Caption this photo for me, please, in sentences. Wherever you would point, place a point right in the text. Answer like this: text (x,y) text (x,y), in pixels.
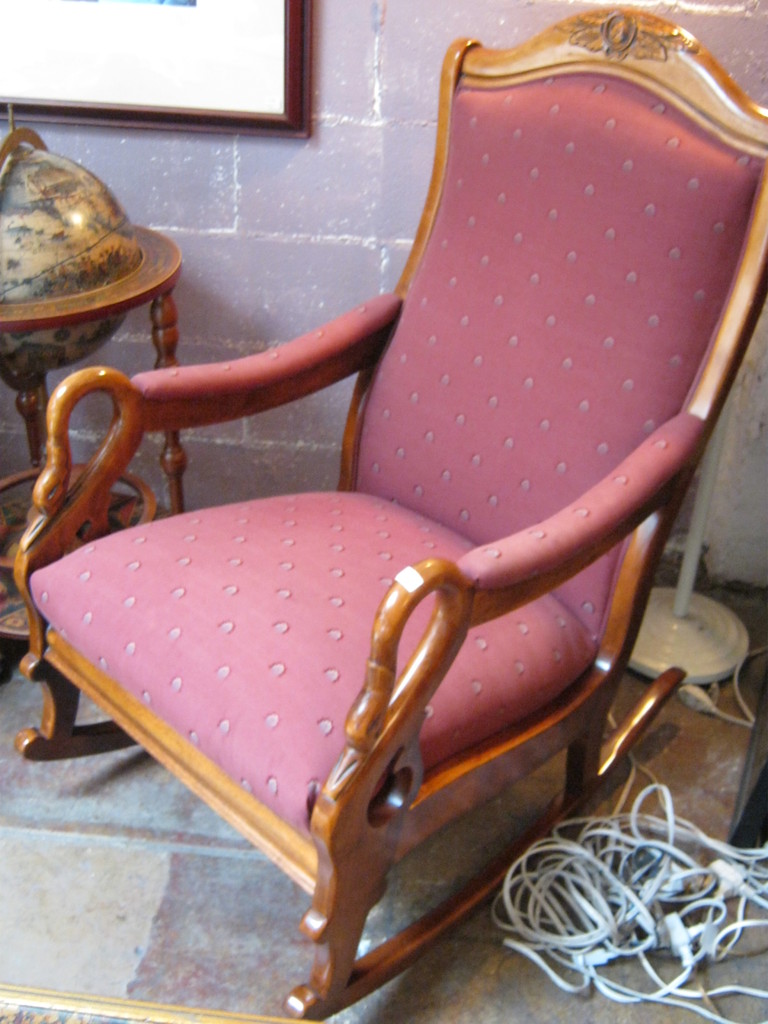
In this image I can see a pink color chair (489,135), wires (715,842), purple wall (244,203) and brown color object (134,247).
